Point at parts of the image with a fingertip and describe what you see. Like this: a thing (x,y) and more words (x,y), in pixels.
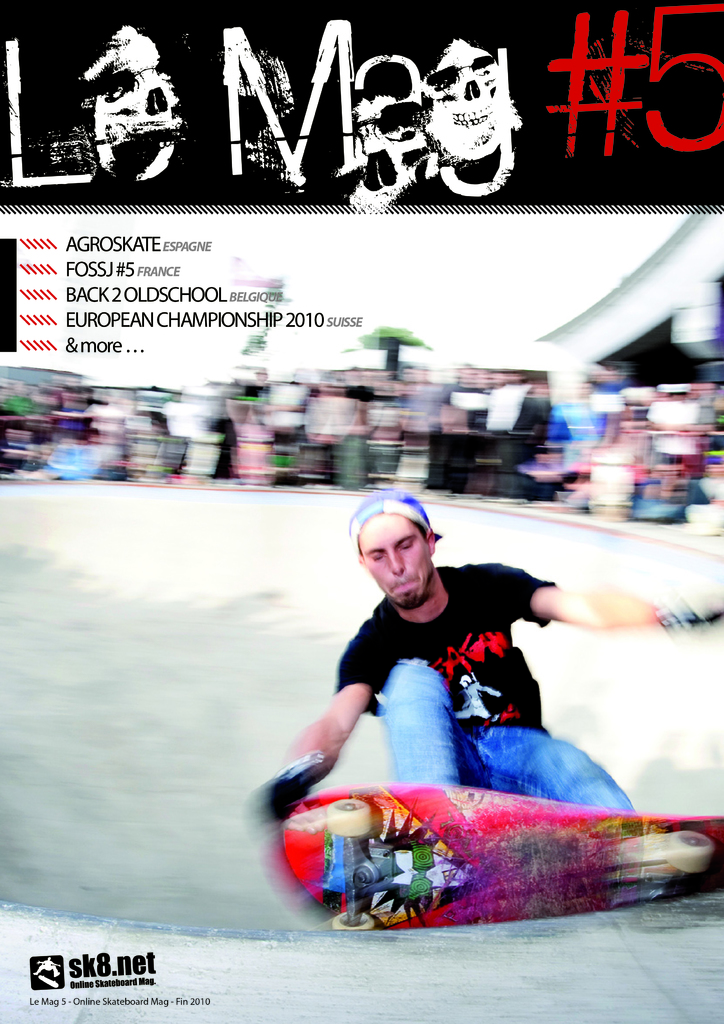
In this image there is one person (442,733) doing skating as we can see in middle of this image (386,646) and there are some objects (341,410) in the background (295,410). There is some text (181,274) and there is a logo (348,67) on the top of this image (299,117).
